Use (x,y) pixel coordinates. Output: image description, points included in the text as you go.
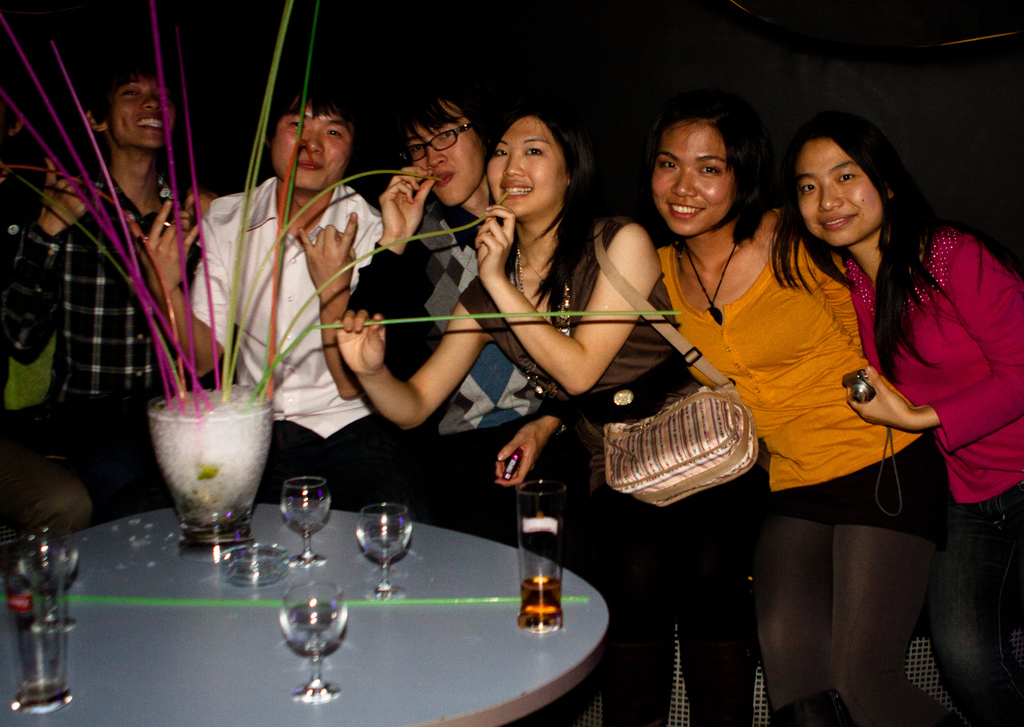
Here we can see few person (430,287) standing and giving pose to the camera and they are holding pretty smiles on their faces (687,181). Here on the table (194,640) we can see glasses (323,686), drink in glass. This is a glass (175,484) with ice cubes (173,456) and straws (192,341).
